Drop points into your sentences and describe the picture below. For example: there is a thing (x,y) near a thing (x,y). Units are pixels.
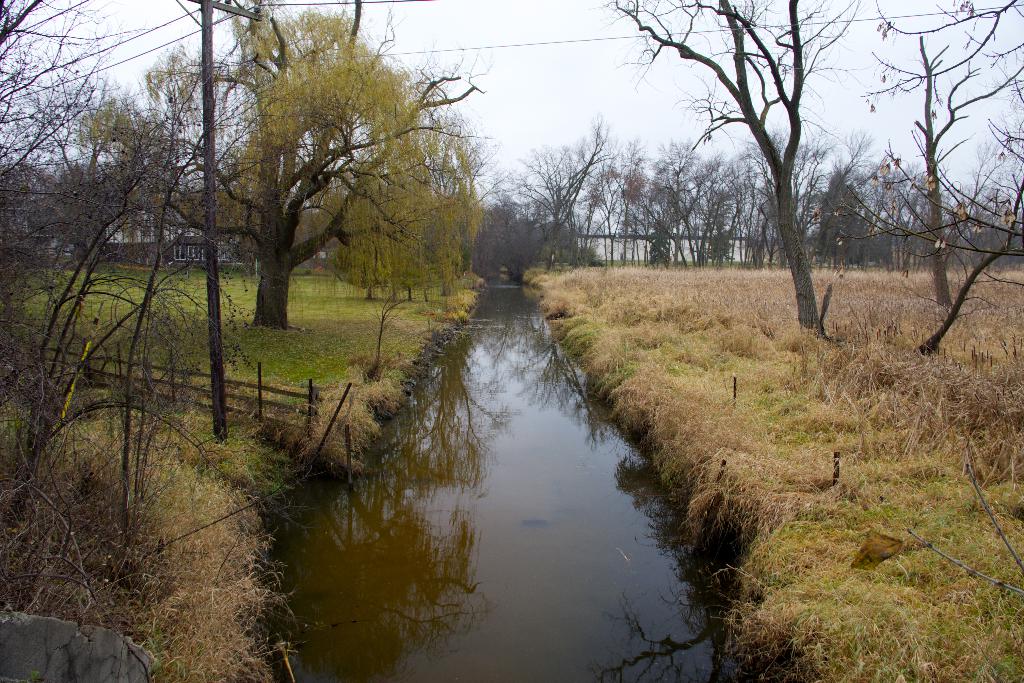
In this image we can see the trees (703,198), grass (776,368), wooden fence (245,385) and also an electrical pole (207,7) with the wires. In the background (224,264) we can see the houses (198,256) and also the sky (561,79). We can also see the water (541,424).
